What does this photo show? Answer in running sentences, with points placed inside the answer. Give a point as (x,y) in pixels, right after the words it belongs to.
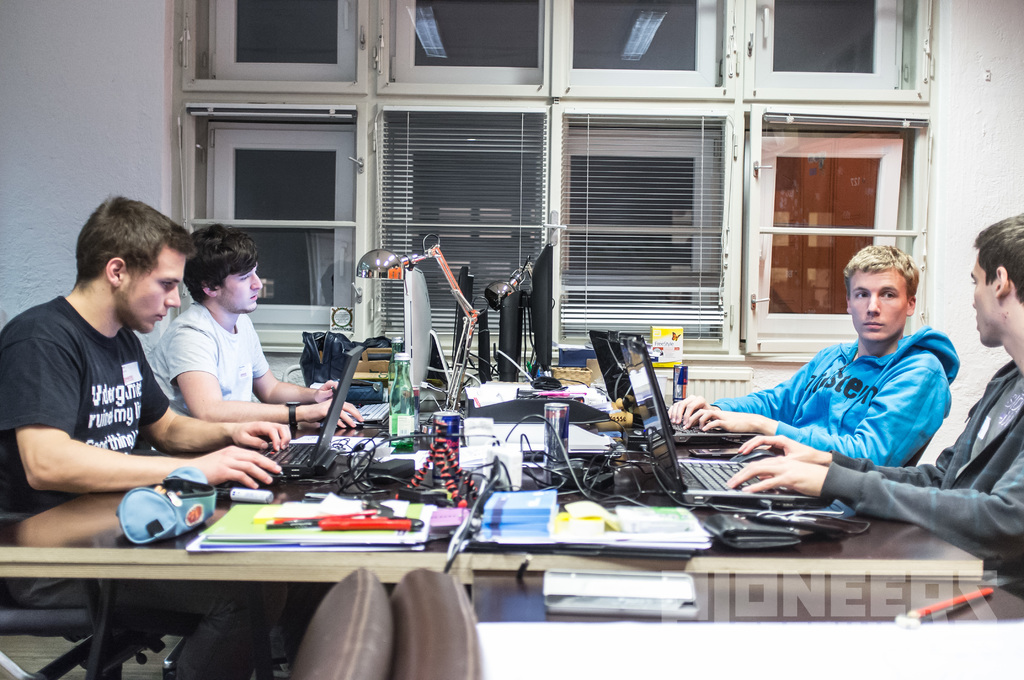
In this image I can see four people (81,465) with different color dresses (17,485). These people (61,479) are sitting in-front of the table (491,564). On the table (472,565) I can see the laptops (800,493), papers (314,537), pens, tin (556,430), bags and few more objects (450,385). In the background (428,197) I can see the windows (399,189) to the wall (23,102).
